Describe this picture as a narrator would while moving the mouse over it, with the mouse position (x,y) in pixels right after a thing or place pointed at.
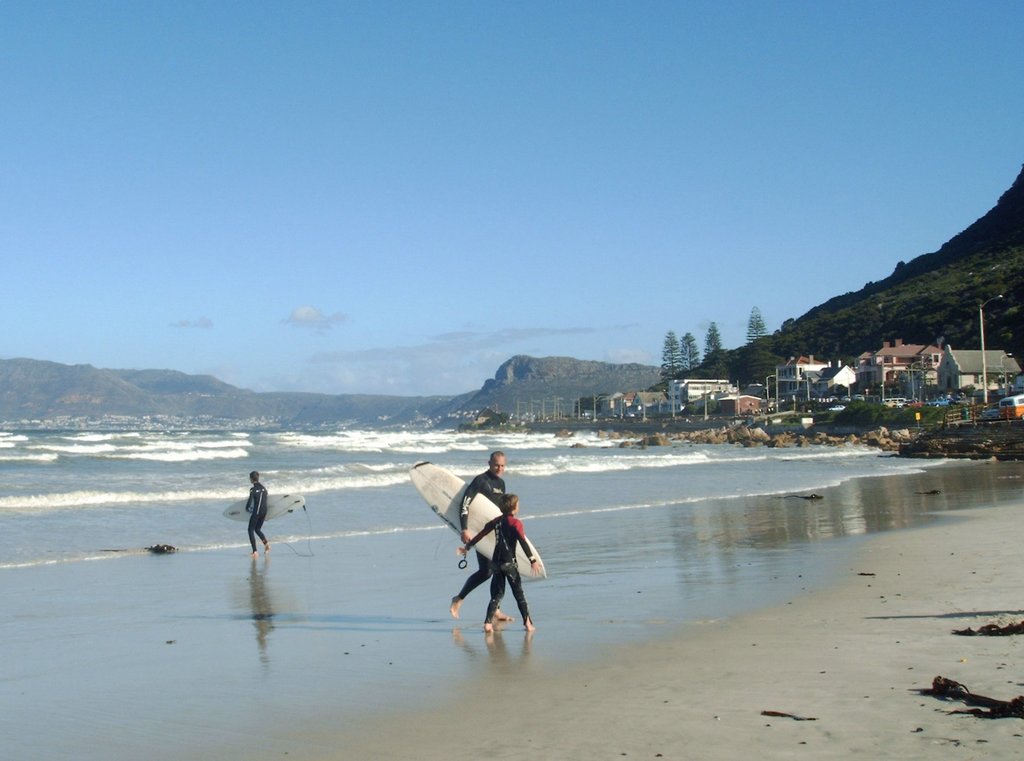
There are people (472,537) carrying surfing boards (455,476) in the foreground area of the image (439,515), there are houses (732,395), trees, water (390,465), mountains (410,425) and the sky (539,196) in the background (540,135).
